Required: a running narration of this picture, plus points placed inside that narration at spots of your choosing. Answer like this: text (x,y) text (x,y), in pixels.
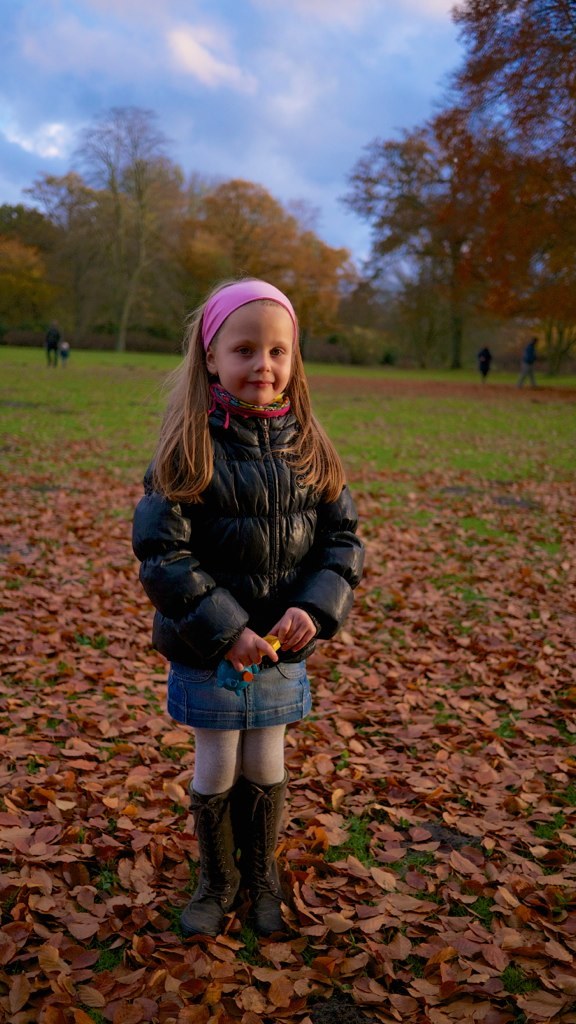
There is a girl (277,371) in a black color coat (229,534), standing on the ground (281,952) on which, there are dry leaves (386,569) and grass (479,423). In the background (560,344), there are trees (379,358) and there are clouds (280,70) in the blue sky (270,63).
